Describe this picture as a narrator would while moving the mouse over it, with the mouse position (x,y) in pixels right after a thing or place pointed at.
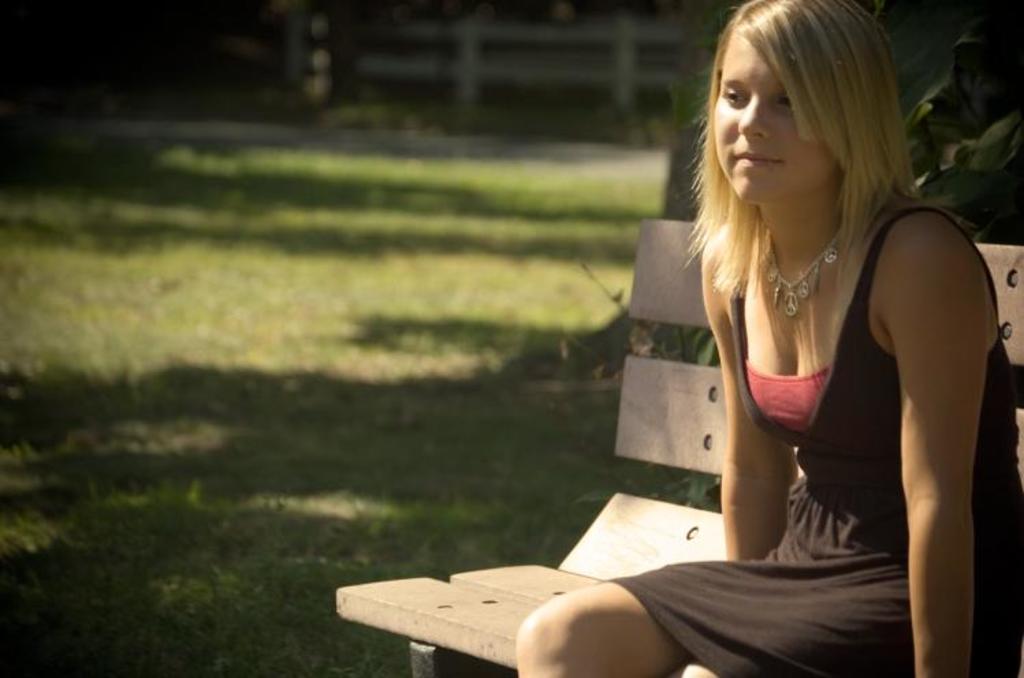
In this image woman (840,486) is sitting on the bench (585,538) in the garden (396,348).
